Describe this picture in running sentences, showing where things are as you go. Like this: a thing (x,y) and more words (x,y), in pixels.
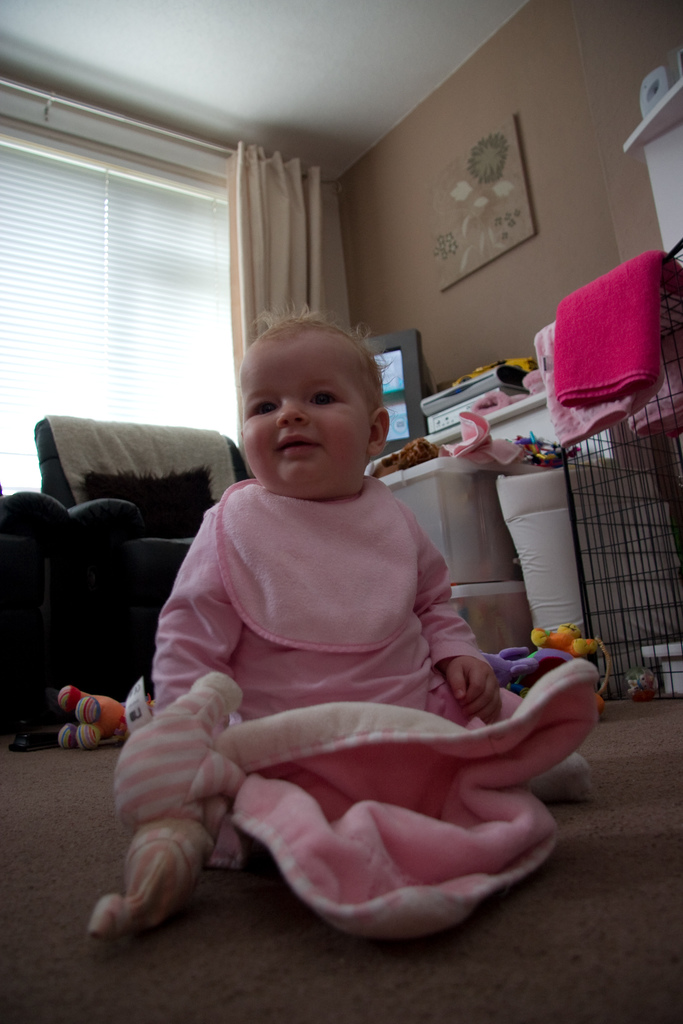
In this image I can see a baby (329,478) wearing pink colored dress (194,611) is sitting on the brown colored floor (347,933). In the background (129,598) I can see a couch (128,517), few towels (558,385) which are pink in color, a television screen (398,416), the window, the curtain (267,250), the wall (384,228), the ceiling (384,128) and few toys (84,709) on the floor (327,933).
